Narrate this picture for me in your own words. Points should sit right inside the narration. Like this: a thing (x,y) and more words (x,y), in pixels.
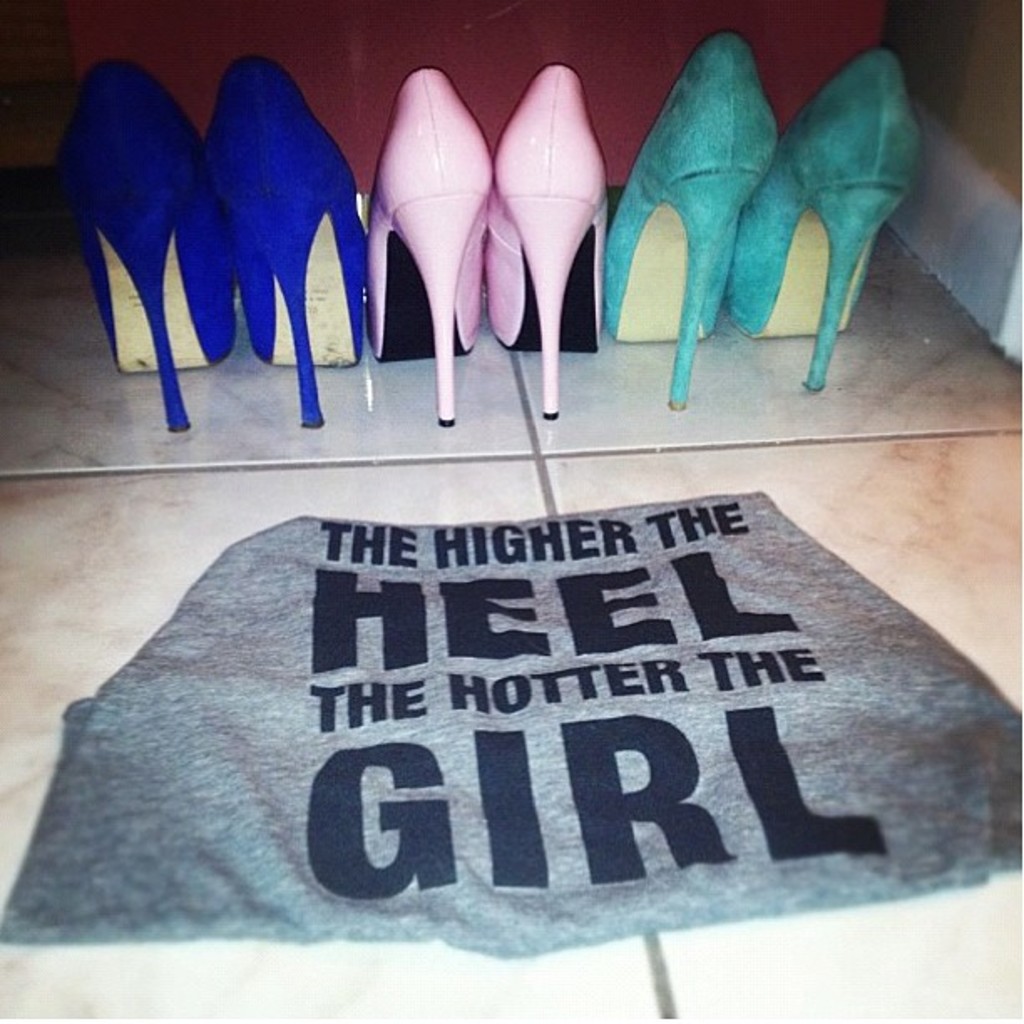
In this image I can see three pairs of heels (206,266). And there is a cloth (447,662) on the floor (11,768).
